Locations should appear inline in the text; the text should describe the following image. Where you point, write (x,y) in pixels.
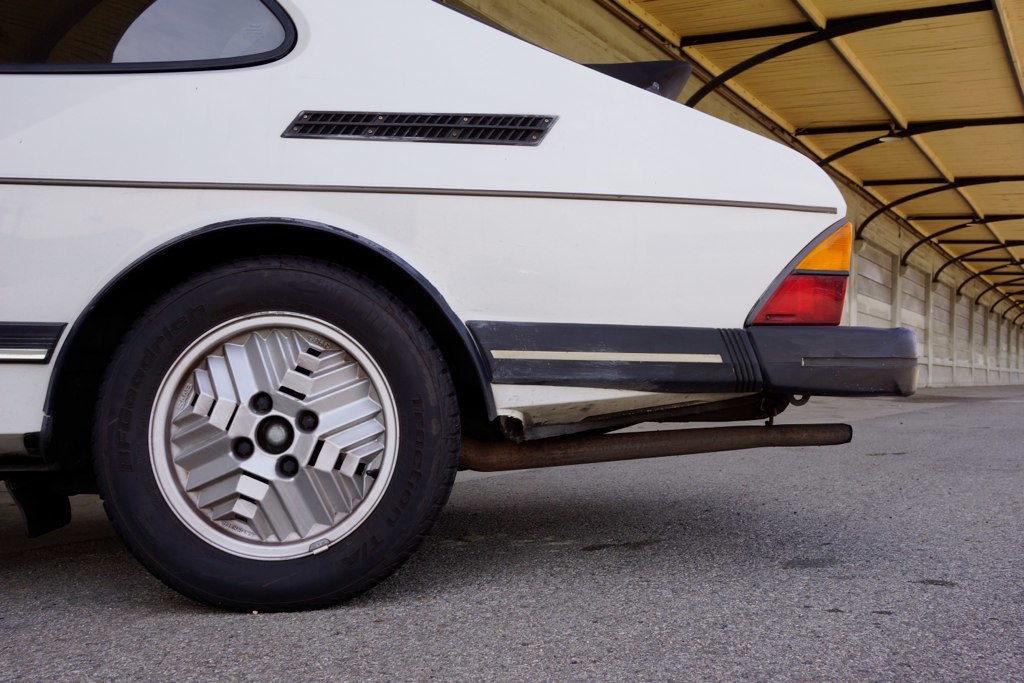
In the picture I can see the white color car (243,427) on the road (739,567) and in the background (1013,159), I can see the wall (911,269) and the roof (815,135).
